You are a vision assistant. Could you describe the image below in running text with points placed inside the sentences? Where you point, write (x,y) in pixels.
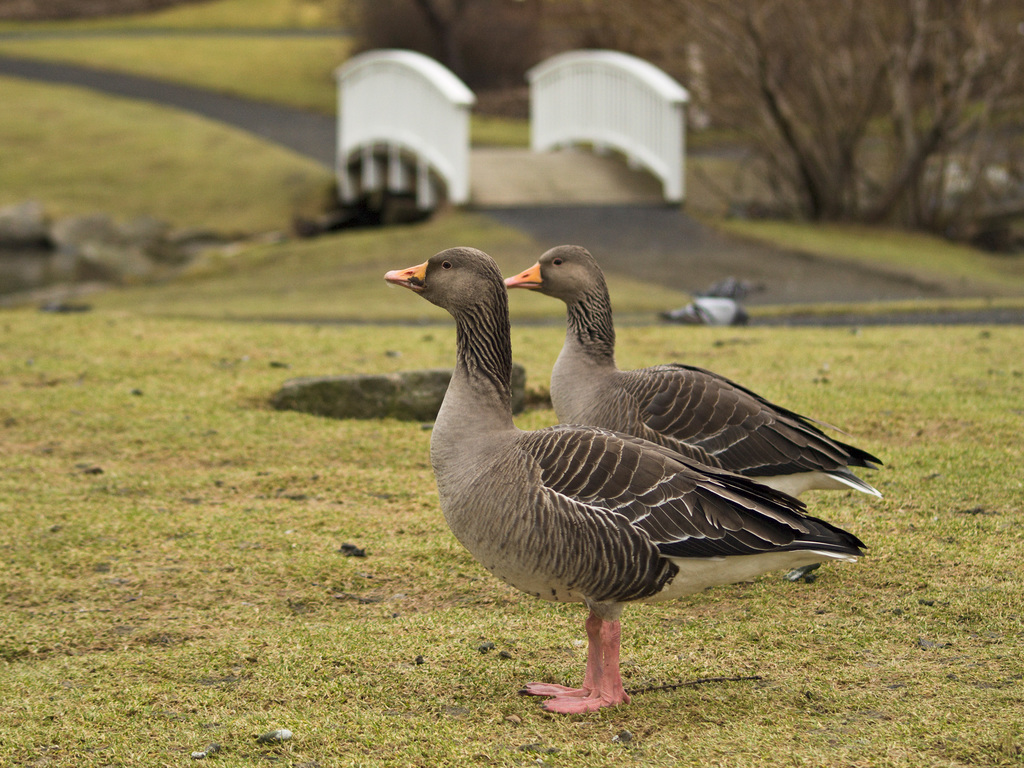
In this image I can see two birds (534,508) in black and gray color, background (152,188) I can see grass (173,184) in green color and I can see few dried trees (728,64).
